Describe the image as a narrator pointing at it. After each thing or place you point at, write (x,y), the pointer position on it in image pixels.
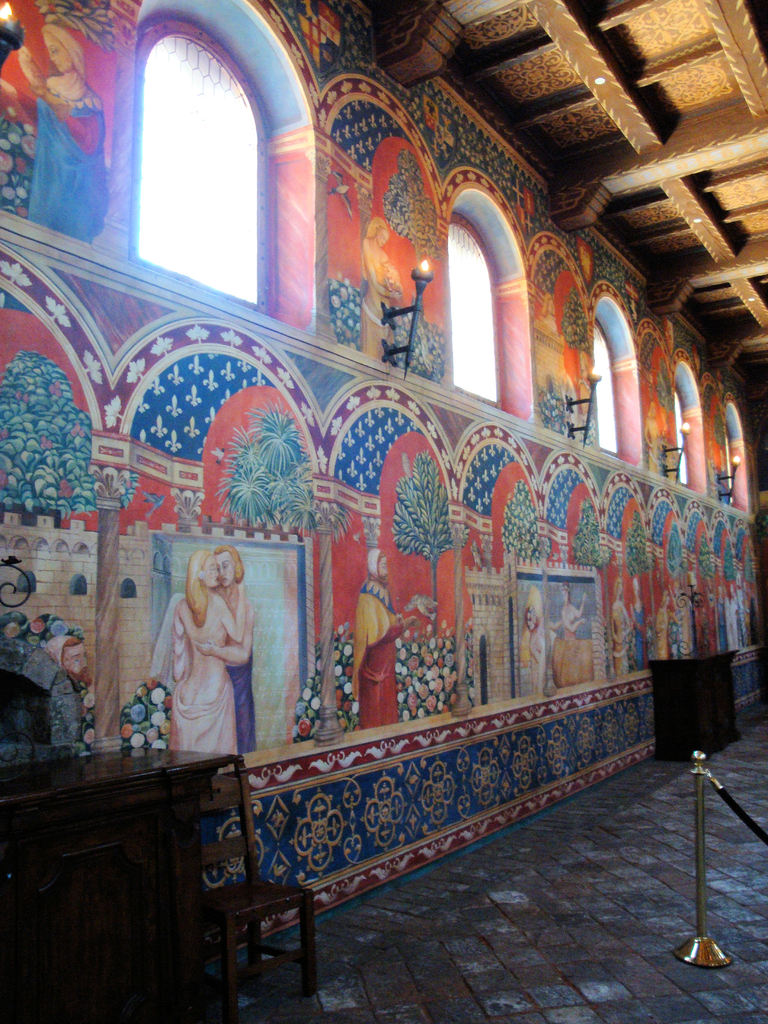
This picture shows inner view of a building (575,845). We see glass Windows (145,118) and painting (174,476) on the wall (502,598) and we see couple of cupboards (180,974) and a chair (306,958) and we see a rope fence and lights (419,304) fixed to the wall (359,451).
